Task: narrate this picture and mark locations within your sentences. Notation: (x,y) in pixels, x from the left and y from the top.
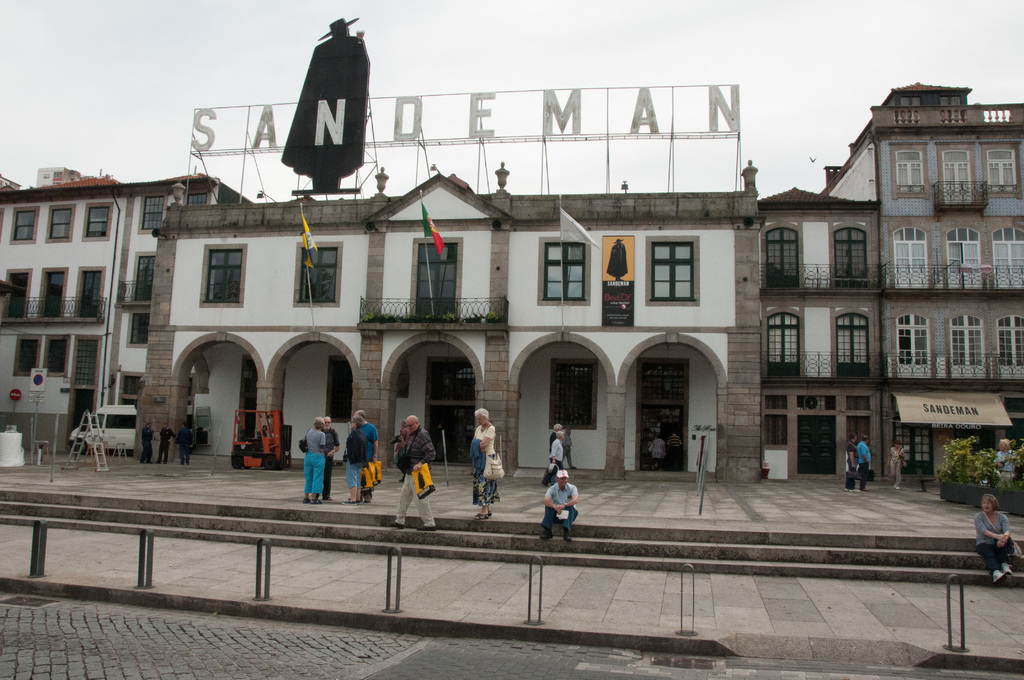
In this picture there is a man (565,478) who is sitting on the stairs (562,551). He is wearing cap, t-shirt (558,499), jeans (564,513) and shoe (548,535). Beside him we can see a woman (480,410) who is wearing t-shirt (489,430) and holding a bag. Here we can see group of person (327,464) standing near to the stairs (340,517). On the right (985,547) there is a woman (985,533) who is sitting near to the plants (992,466). In the background (552,257) we can see buildings (992,338). On the top of the building (505,420) we can see hotel name (563,126) and black board (345,113). On the top (667,38) we can see sky (724,22) and clouds (724,22). On the bottom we can see fencing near to the road (427,633). On the left (102,447) we can see stairs (90,498), ladders (92,437), sign boards (42,387), poles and car (104,416).
